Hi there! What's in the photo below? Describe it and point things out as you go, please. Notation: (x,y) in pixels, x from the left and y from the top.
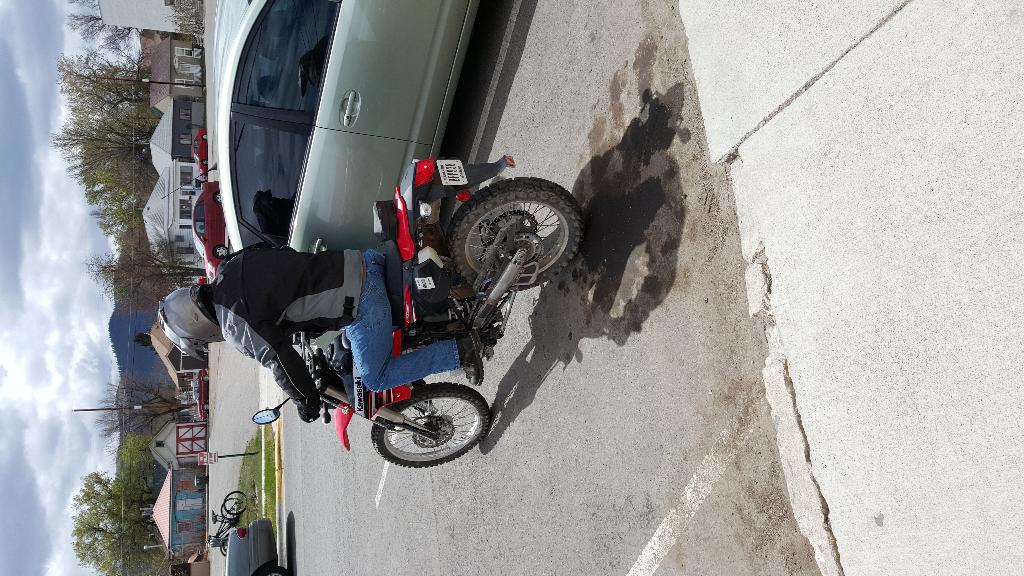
In this image there is a man (299,321) sitting on the bike (392,307) which is on the road (496,351). Beside the bike (475,297) there is a car (370,102). In the background (175,209) there are houses (184,359) one beside the other. In between them there are trees (124,257). There are few cycles (220,525) parked on the ground (211,499), beside the road (284,476). There is a board (205,459) on the footpath (234,465). At the top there is the sky (6,171).
